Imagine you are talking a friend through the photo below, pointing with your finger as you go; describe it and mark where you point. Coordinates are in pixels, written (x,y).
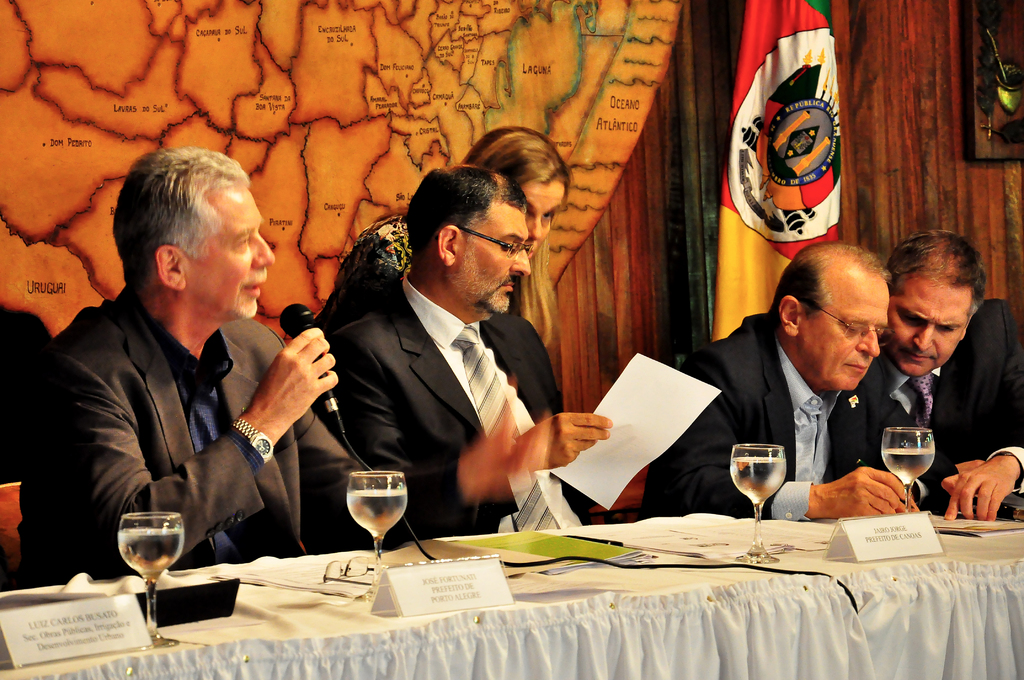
In this image we can see four men (784,384) are sitting. They are wearing suits (368,388). One man (321,387) is holding mic (330,408) and the other one is holding paper (652,430). In front of them table (657,630) is there. On table (990,618) name plates (389,604), glasses (159,548), papers (255,581) and files (544,550) are present. Behind one lady (534,171) is standing and one flag (761,113) is there. And we can see one map (210,67) also.
